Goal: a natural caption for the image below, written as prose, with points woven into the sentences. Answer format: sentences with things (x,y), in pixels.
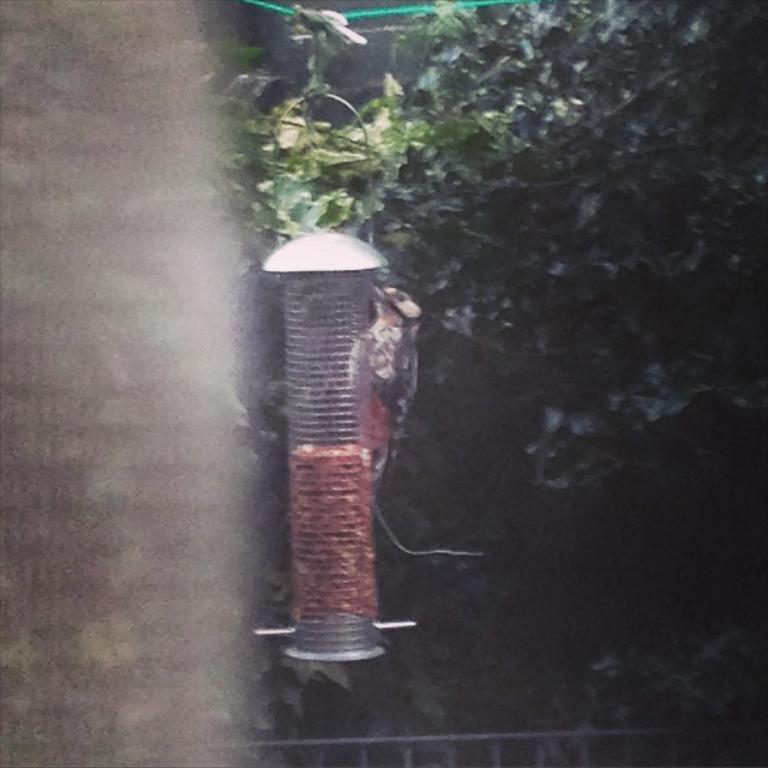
In the picture there is a cage (344,371) and a bird (399,328) is standing by holding the cage (332,378) and behind that there are few trees (639,478).
